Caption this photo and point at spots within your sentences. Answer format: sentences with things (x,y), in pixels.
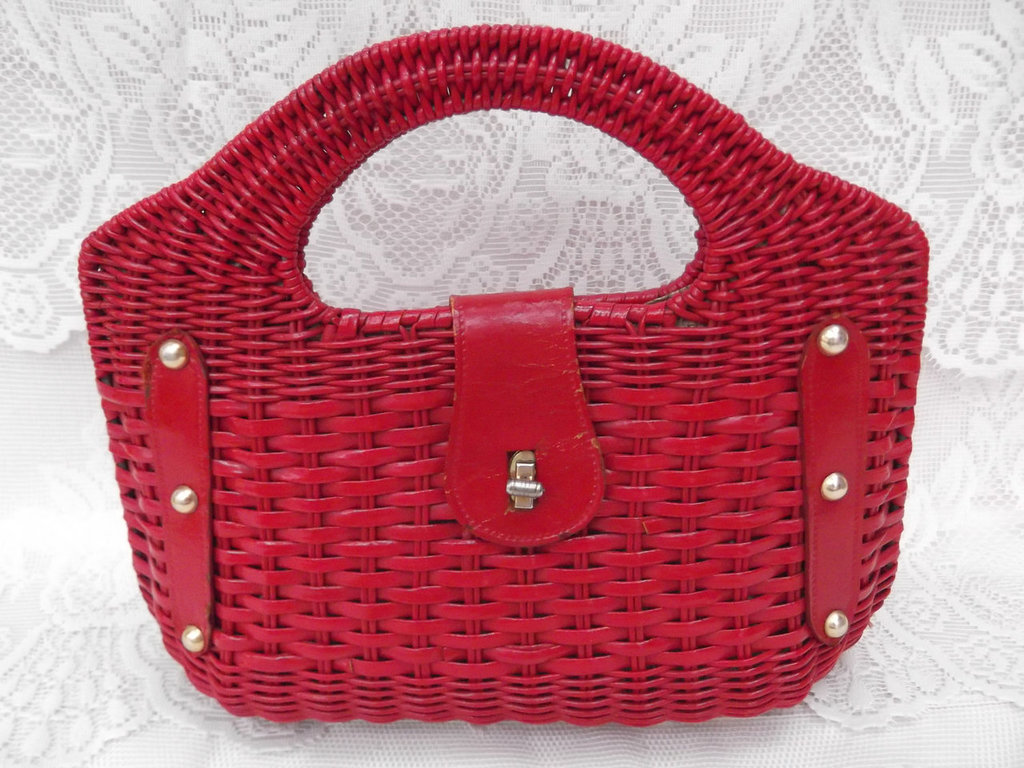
In this image there is a handbag (261,159) which is kept on the cloth (854,86).
